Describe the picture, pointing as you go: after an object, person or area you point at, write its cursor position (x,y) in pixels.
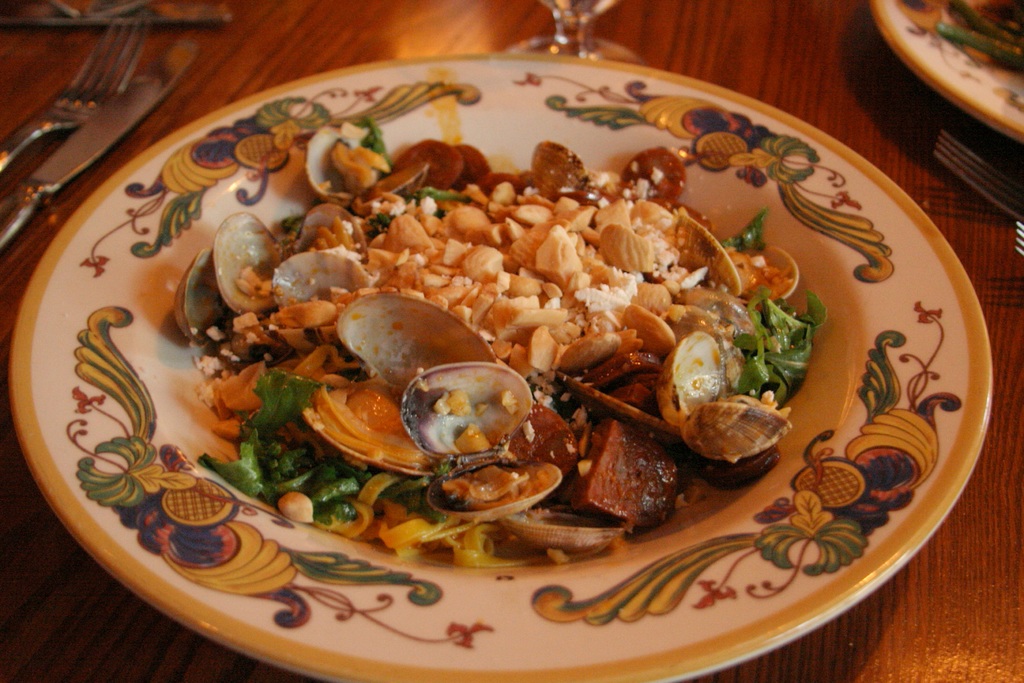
In the image we can see wooden surface (962,648), on it we can see plate (812,148) and food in the plate (108,303). Here we can see fork (87,97), knife (109,140) and wine glass (583,7).
